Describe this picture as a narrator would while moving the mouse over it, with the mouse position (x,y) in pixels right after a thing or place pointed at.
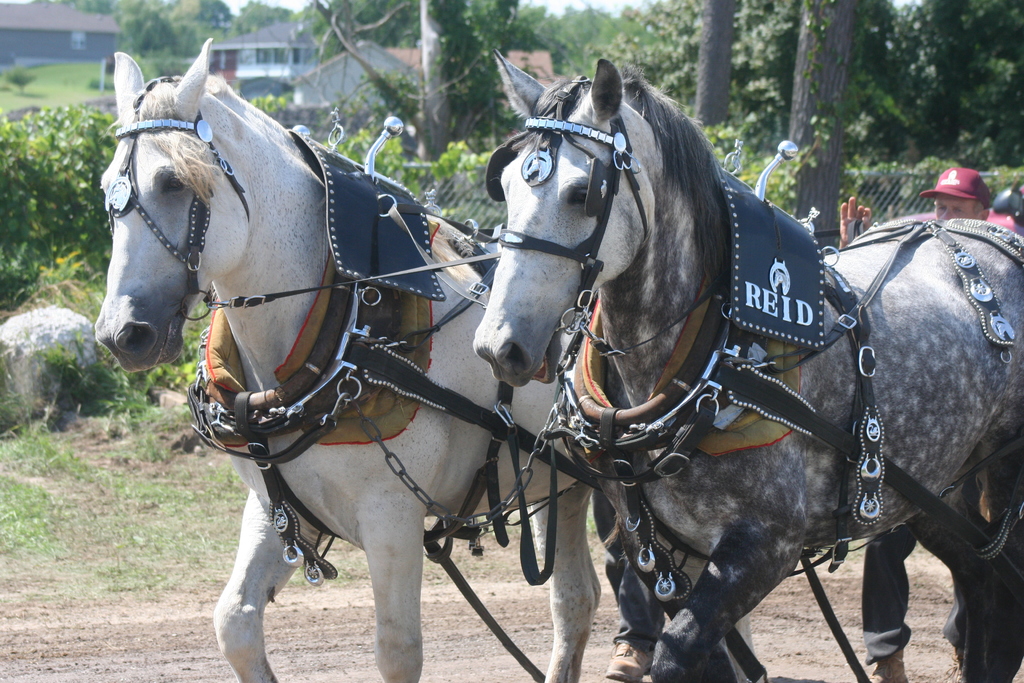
In this image we can see two horses (407,437) with belts (488,467) and also chains (561,407). In the background (35,362) we can see the trees (778,81), houses (344,90), plants (24,83), grass (67,294) and also the stones (50,338). We can also see the sand (473,628) at the bottom (937,617). On the right (951,198) there is a person (957,184) wearing the cap (973,187).
